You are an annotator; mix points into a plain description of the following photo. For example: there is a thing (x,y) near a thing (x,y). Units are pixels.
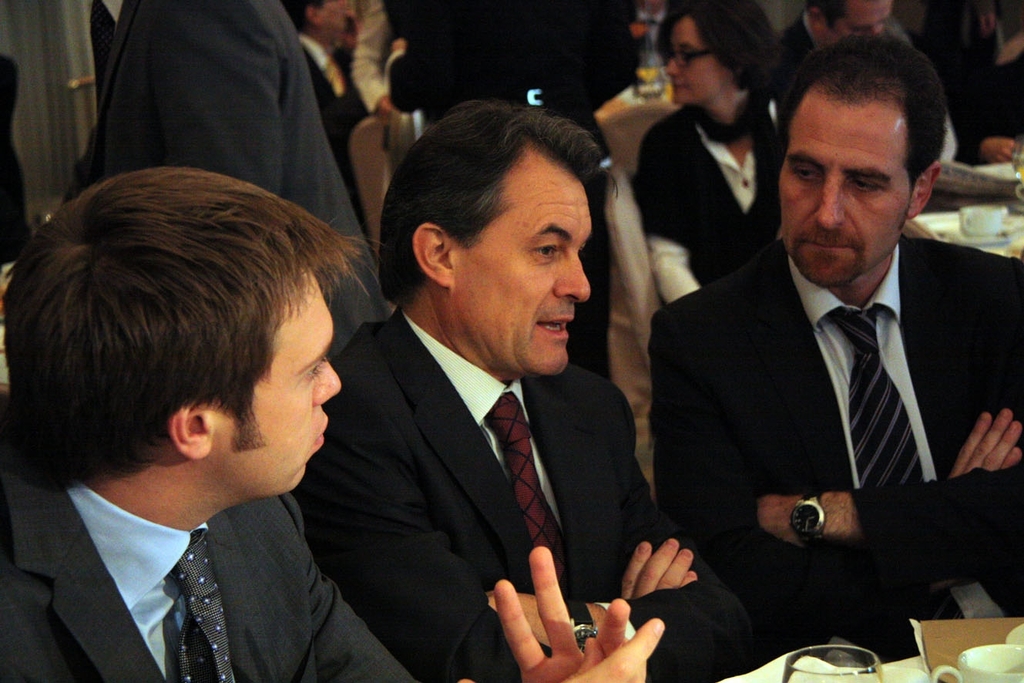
In this picture I see 3 men (402,521) in front (768,617) who are wearing suits (601,517) and I see a cup (940,669) and a glass (867,654) in front of them. In the background (366,106) I see few more people (539,58) and I see the tables (632,106) on which there are few things (977,183).
